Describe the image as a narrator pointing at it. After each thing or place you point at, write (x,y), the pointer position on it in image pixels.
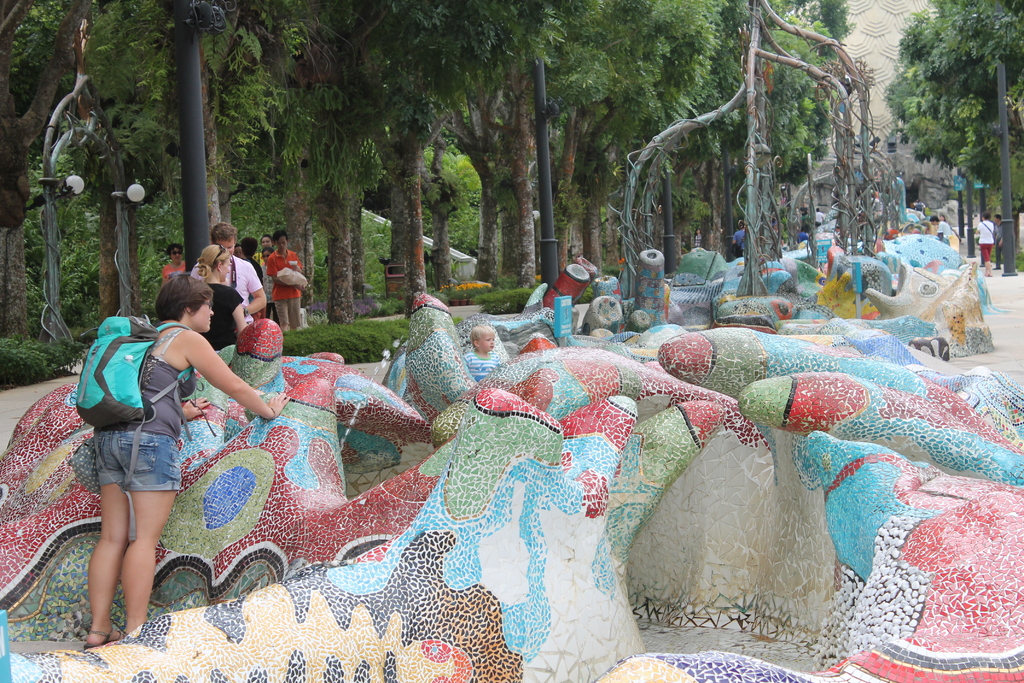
In this image, we can see some art (571,508) and few people (161,377). Here a woman (149,471) is wearing a backpack (121,379). Background (977,72) there are so many trees (25,291), poles (1001,69), lights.
